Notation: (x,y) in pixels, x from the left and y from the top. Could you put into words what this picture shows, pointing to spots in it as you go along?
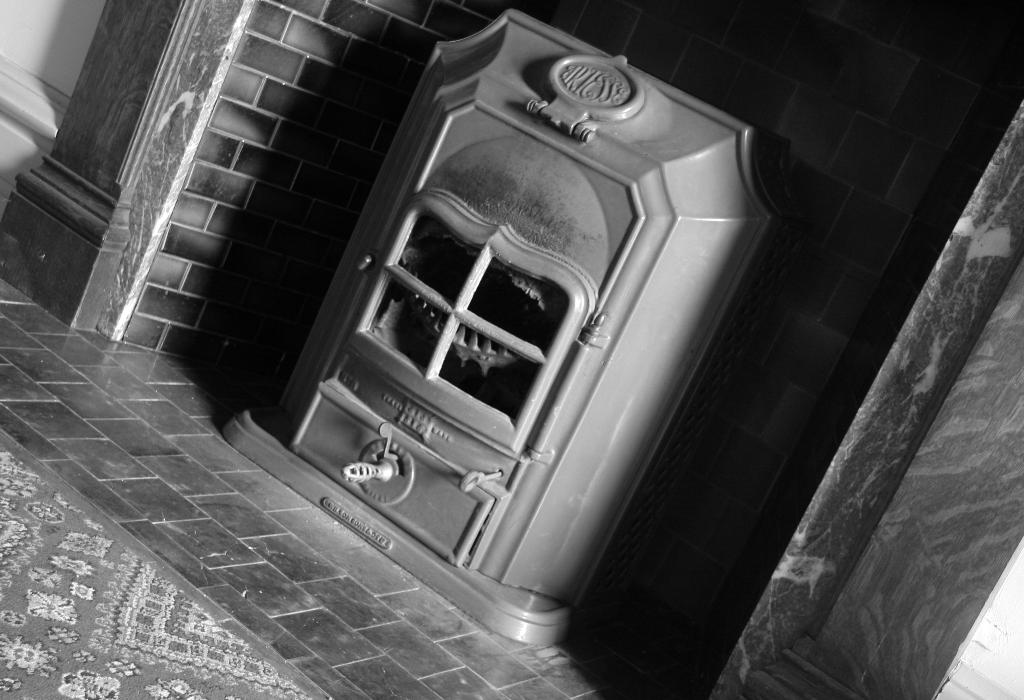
In this image I can see a box (670,221), wall (262,150) and floor mat (117,581). The image is in black and white.
